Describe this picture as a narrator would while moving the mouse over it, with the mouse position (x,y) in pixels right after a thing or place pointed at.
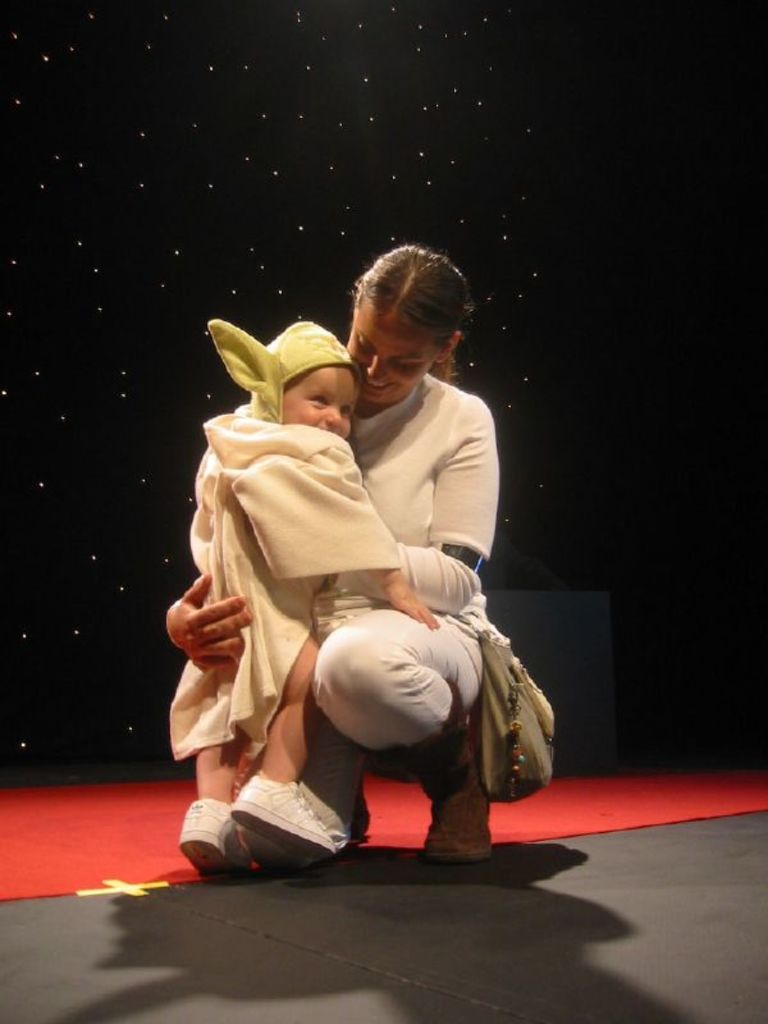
In this picture I can see a woman (436,484) in front (374,334) who is sitting and I see that she is smiling. I can also see that she is holding a baby (306,376). In the background (74,517) I can see the black color thing (638,62) on which there are white dots (3,393).
